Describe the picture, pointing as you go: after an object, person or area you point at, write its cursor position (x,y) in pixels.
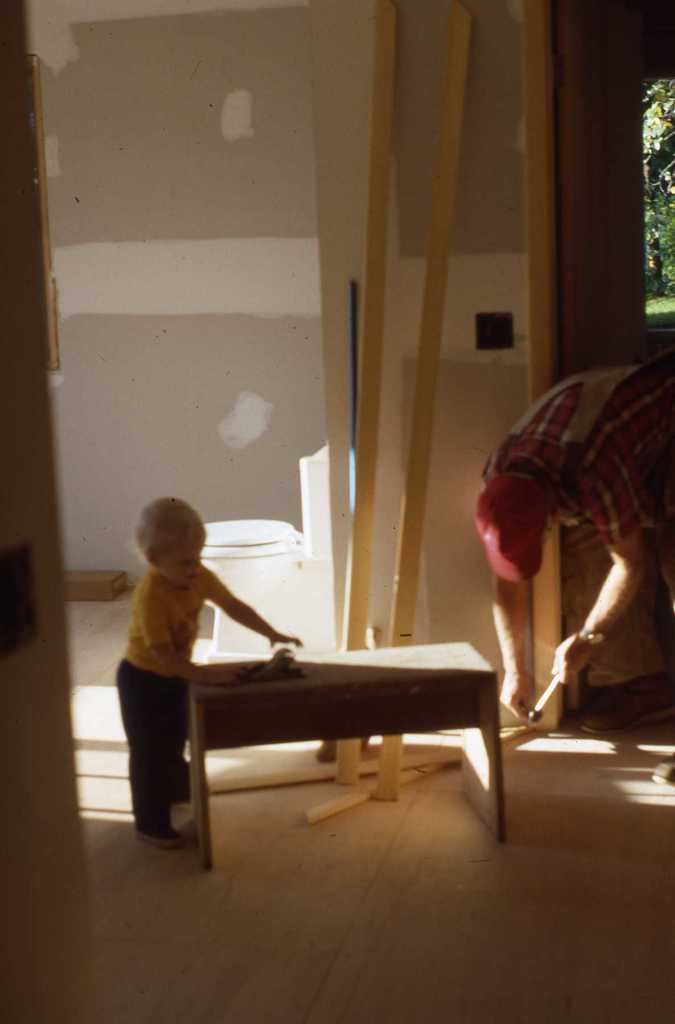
In this image I can see a child (149,635) and a person (508,604). A child (150,713) is wearing yellow t-shirt (184,639) and he is standing in front of the table (207,686). And the person (491,500) is wearing the red cap (511,557). In the back (377,399) there is a toilet (250,533) and wooden sticks (421,379) and the trees (645,243).
